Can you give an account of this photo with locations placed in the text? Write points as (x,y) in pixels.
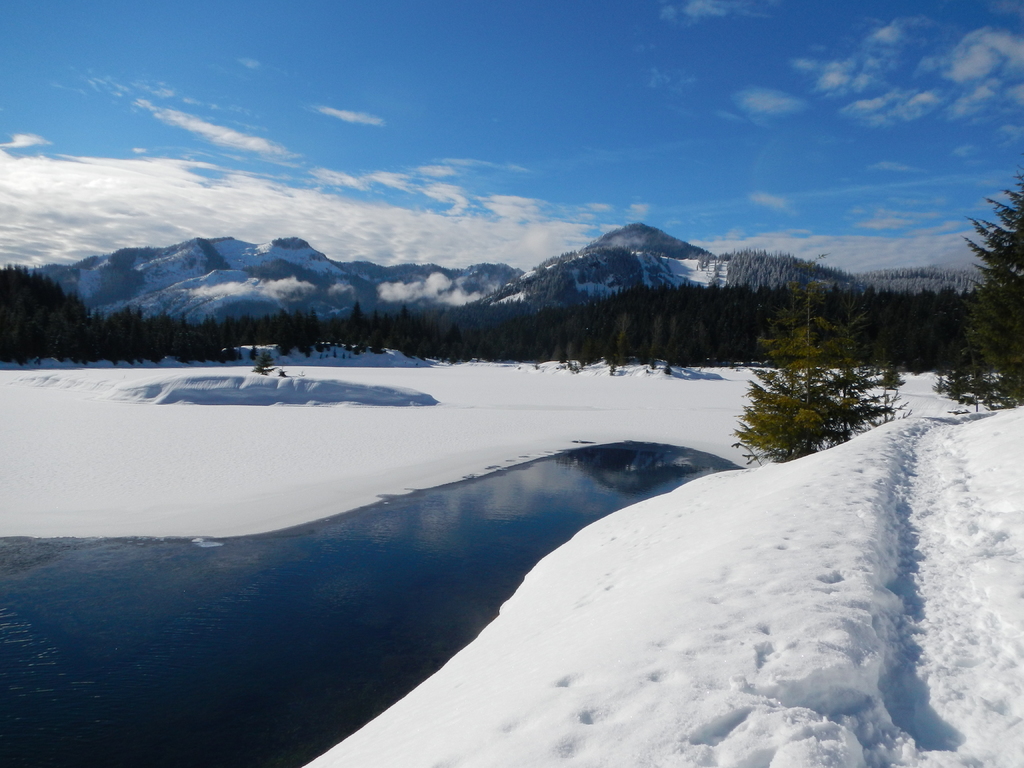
This image is taken outdoors. At the top of the image (195,223) there is the sky (536,220) with clouds (925,230). In the background (196,296) there are a few hills (376,284) covered with snow (182,297). There are many trees (638,336) and plants (476,324) on the ground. On the right side of the image (782,393) there are two trees (782,393). At the bottom of the image (546,711) there is snow (873,707). On the left side of the image (185,577) there is a pond (143,604) with water (467,493) and there is snow (215,412) on the ground (412,384).
